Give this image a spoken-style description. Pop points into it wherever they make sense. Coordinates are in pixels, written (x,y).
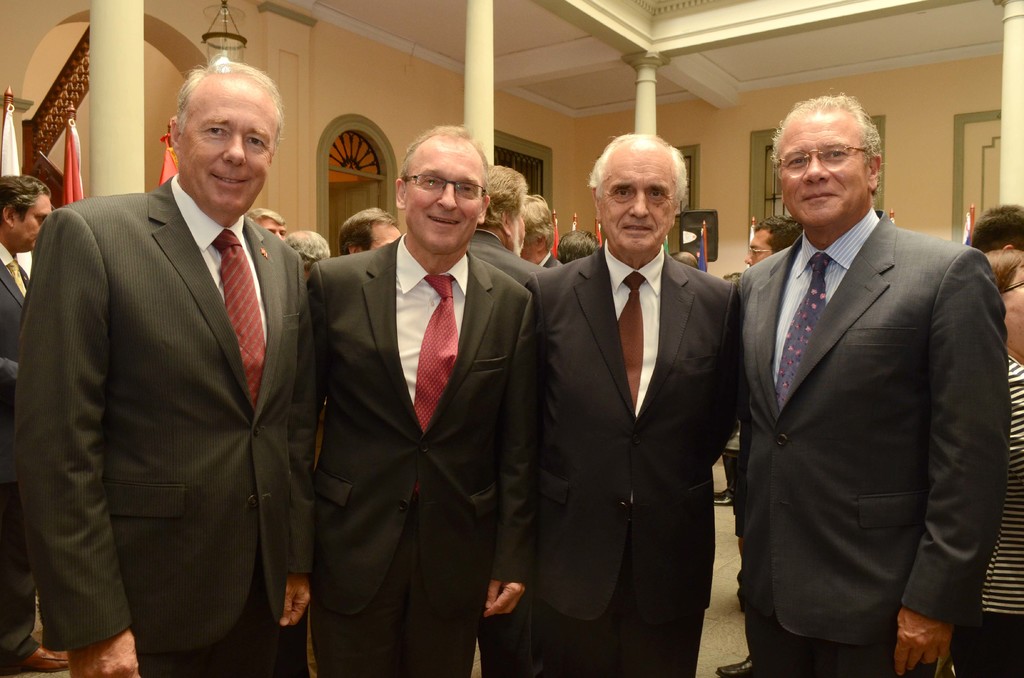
In the center of the image (537,368) we can see group of persons (587,417) standing on the floor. In the background (74,157) there are persons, pillars (129,160), doors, windows (763,147), flags (4,151), light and wall (707,111).
